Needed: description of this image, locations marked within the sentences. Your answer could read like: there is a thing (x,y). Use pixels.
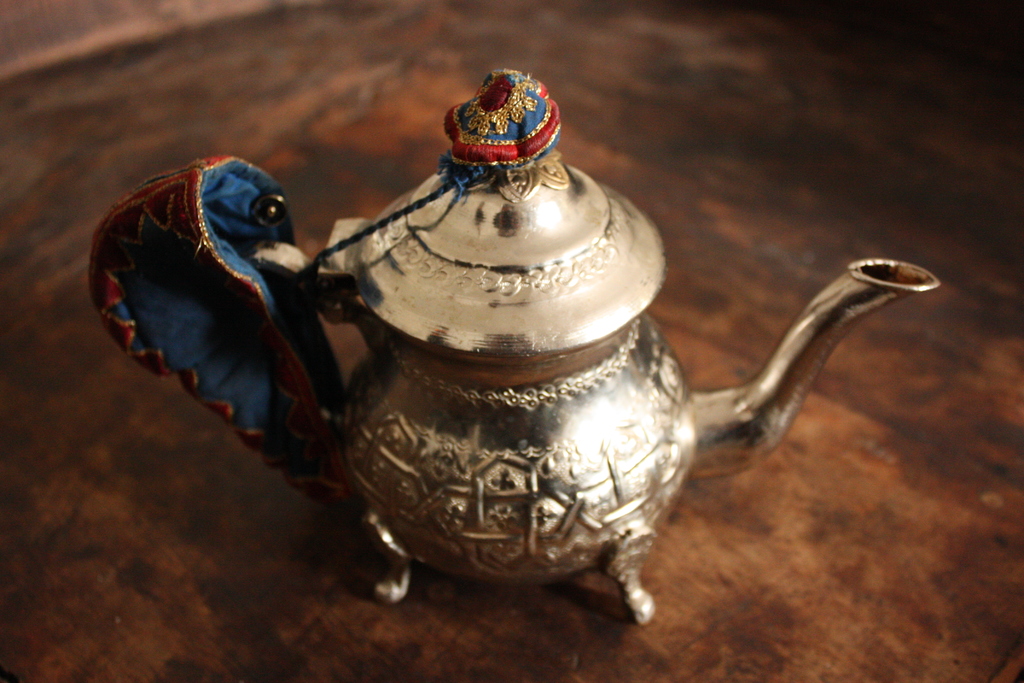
In the given image i can see a metal object (420,414) on the wooden surface (582,682).
